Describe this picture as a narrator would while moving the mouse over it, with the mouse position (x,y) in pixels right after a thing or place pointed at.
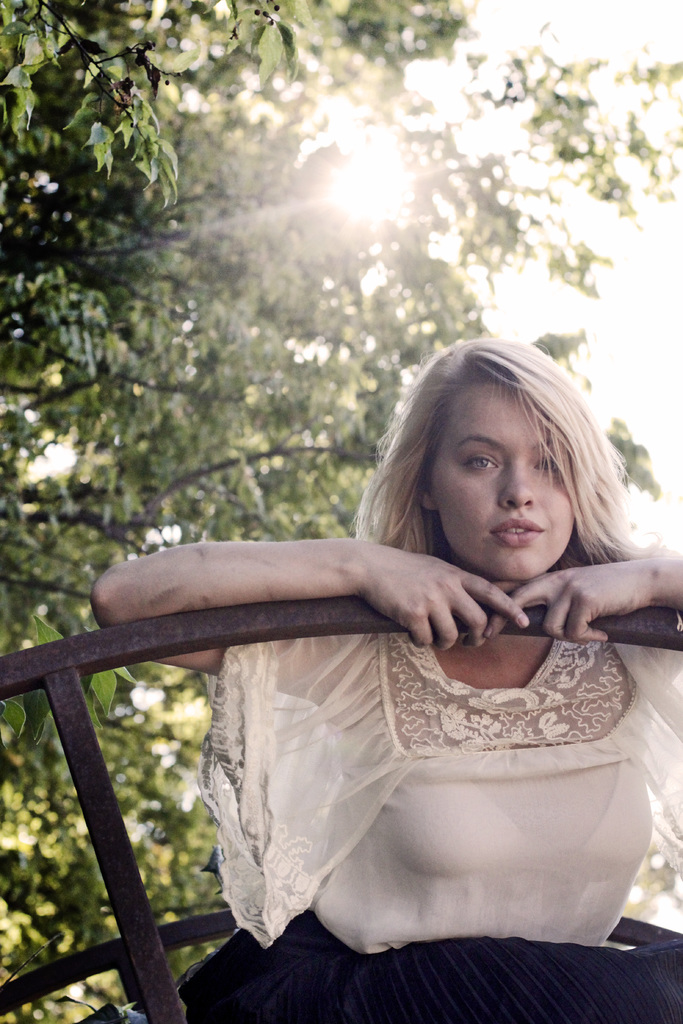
In this picture there is a woman (385,818) towards the right bottom (526,764). She is wearing a white dress (507,714) and holding a hand-grill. In the background (281,308) there is a tree (415,161) and a sun (377,214).
